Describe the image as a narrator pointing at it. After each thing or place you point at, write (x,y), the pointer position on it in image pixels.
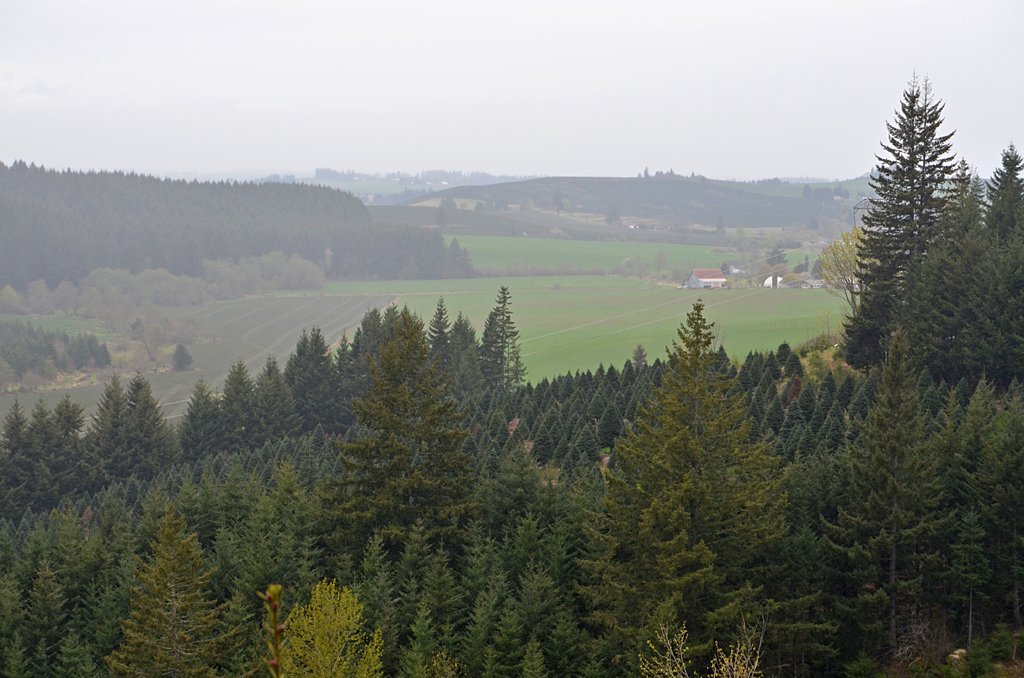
In this picture we can see few trees (478,427), in the background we can find few houses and hills (655,204).
